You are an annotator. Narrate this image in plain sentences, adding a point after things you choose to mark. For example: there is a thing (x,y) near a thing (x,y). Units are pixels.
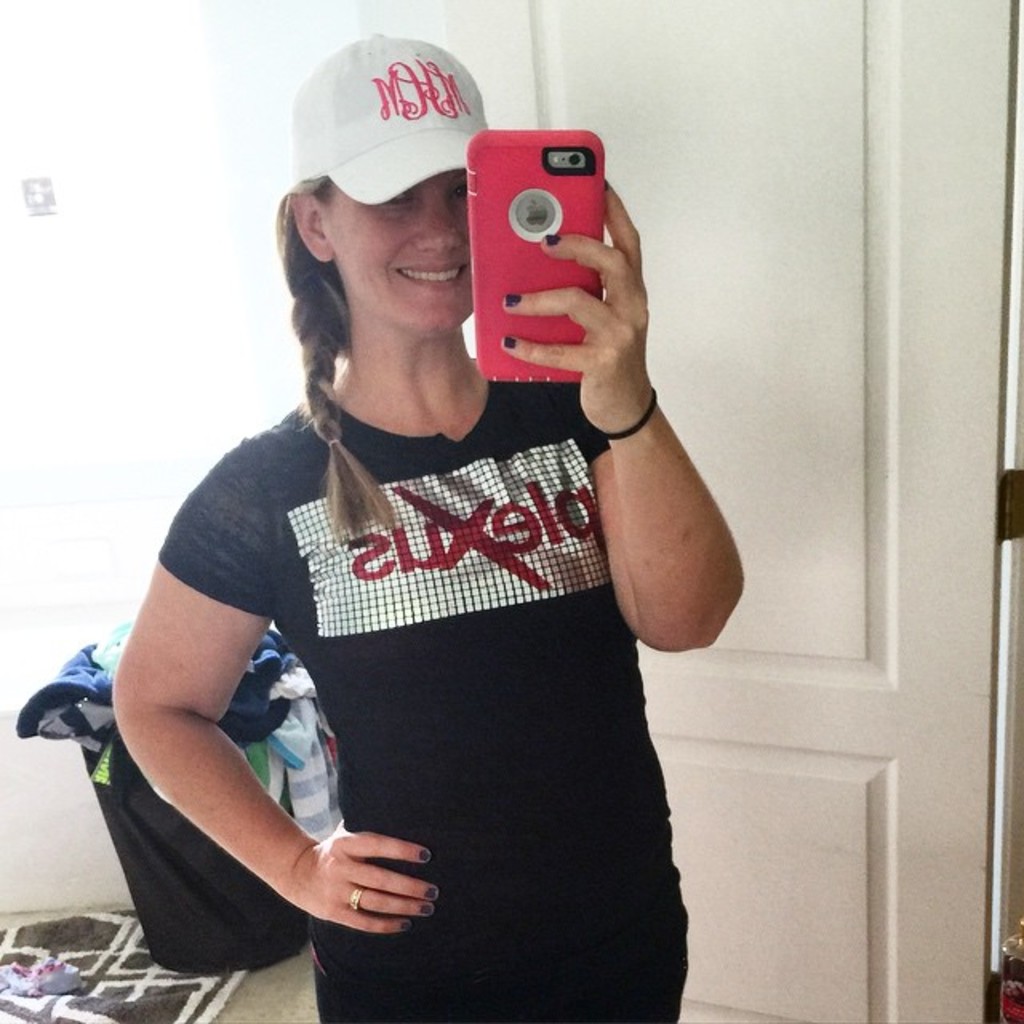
A lady (369,687) wearing a black dress (404,619) and cap (391,159) is holding a mobile (512,236). In the background (742,553) there is a door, laundry bin (168,847), and some dresses (88,699) inside the laundry bin (158,827) and a carpet (107,990).
